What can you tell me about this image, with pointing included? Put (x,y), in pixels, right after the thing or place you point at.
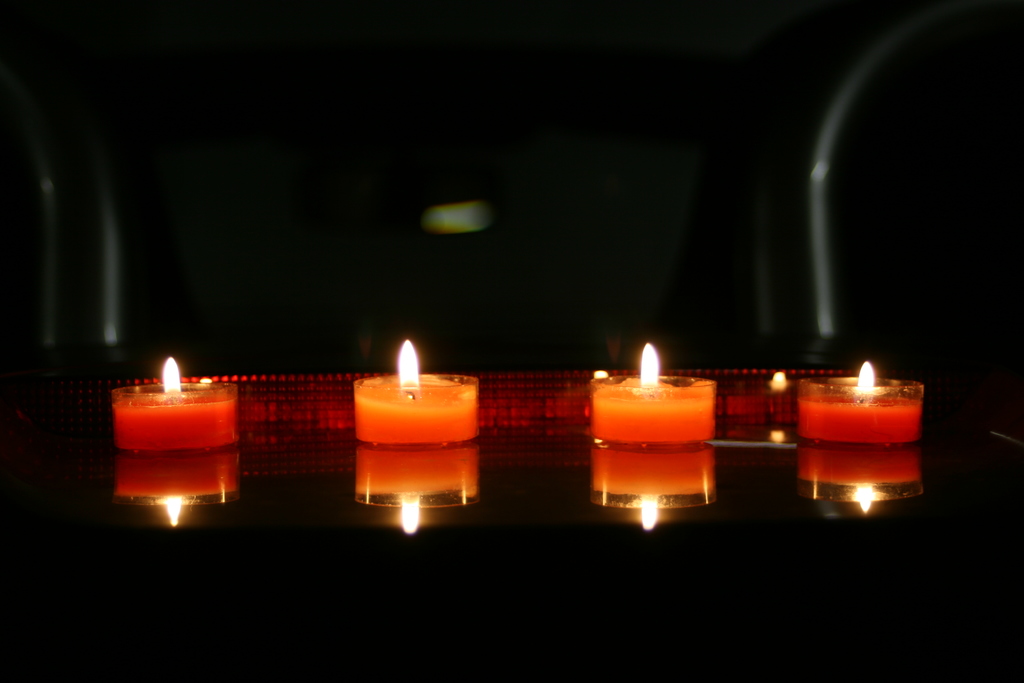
In this image I can see the candles (157,414) on the glass surface (452,519). And there is a black background (507,176).
